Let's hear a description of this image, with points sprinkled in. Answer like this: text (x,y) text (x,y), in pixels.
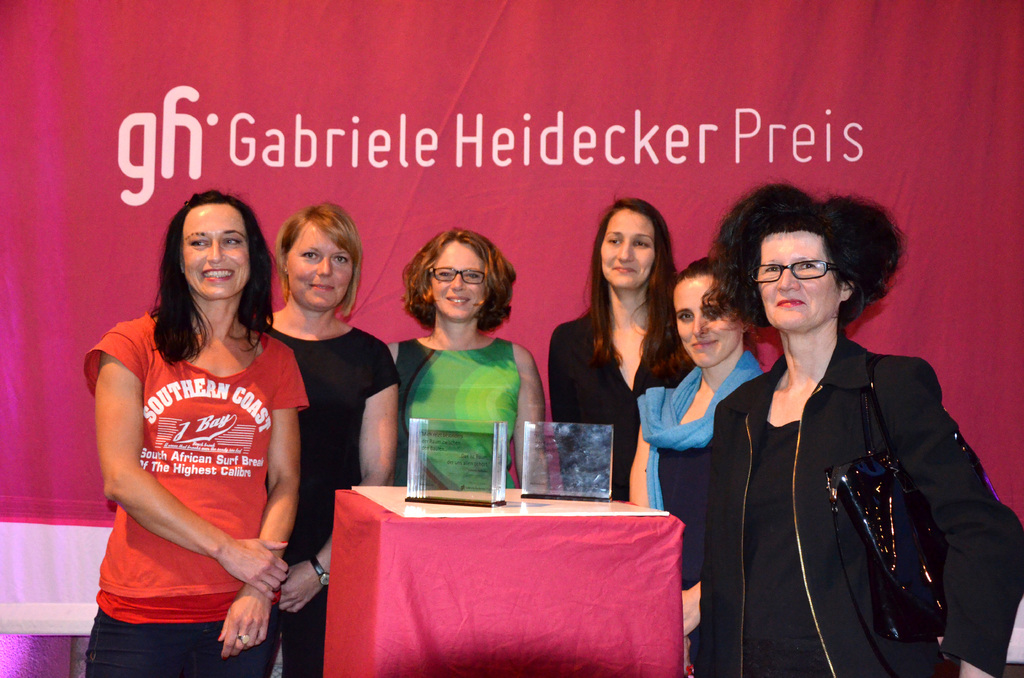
This picture describes about group of people (616,351), they are all standing and smiling, in front of them we can find couple of shields (473,478) on the table (555,583), in the background (634,97) we can see a hoarding (595,153).
